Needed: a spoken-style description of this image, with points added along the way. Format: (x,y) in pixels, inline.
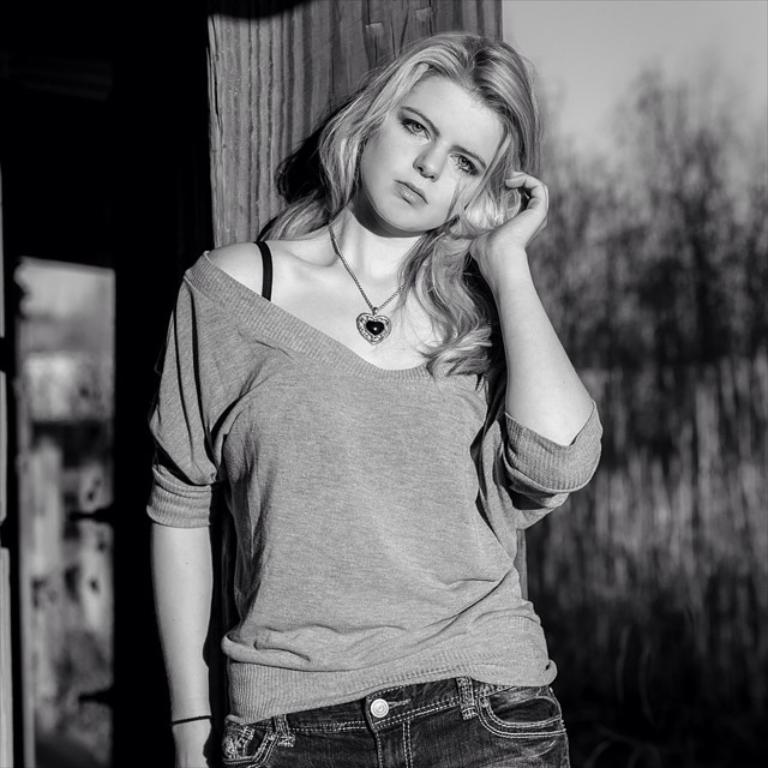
In the center of the image (314,354) we can see woman (391,378) standing. In the background (83,101) we can see house (260,49), trees (591,314) and sky (602,39).
